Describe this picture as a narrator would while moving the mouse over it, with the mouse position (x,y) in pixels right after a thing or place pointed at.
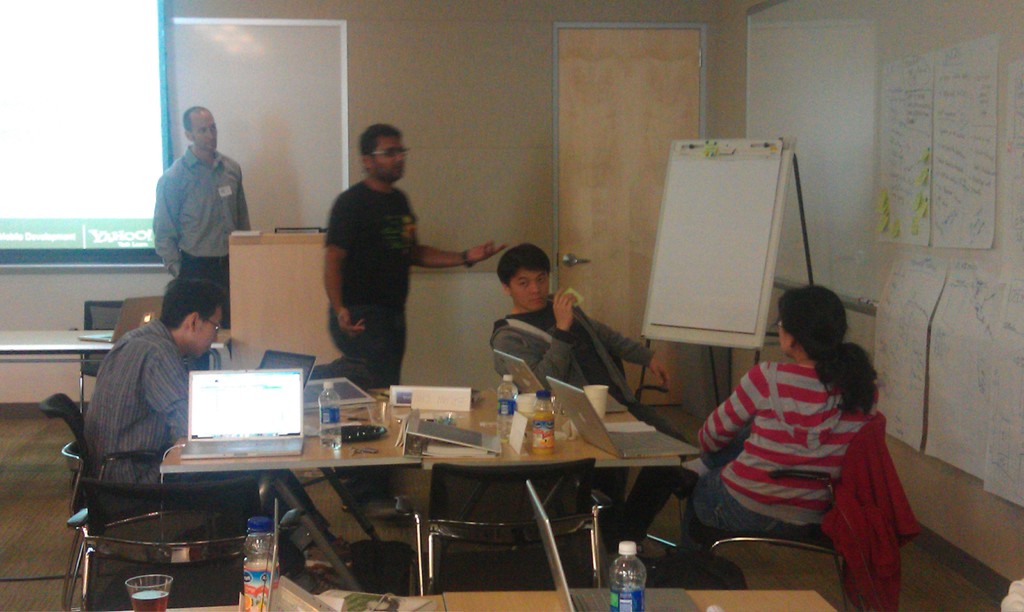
Persons (783,425) are sitting on a chair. On this table (571,437) there are bottles (335,397), file (400,441) and laptops (281,384). These two persons (383,286) are standing. This is door (572,267) with handle (589,259). On wall (980,189) there are posters (991,309). In-front of this person (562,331) there is a whiteboard (689,289).
